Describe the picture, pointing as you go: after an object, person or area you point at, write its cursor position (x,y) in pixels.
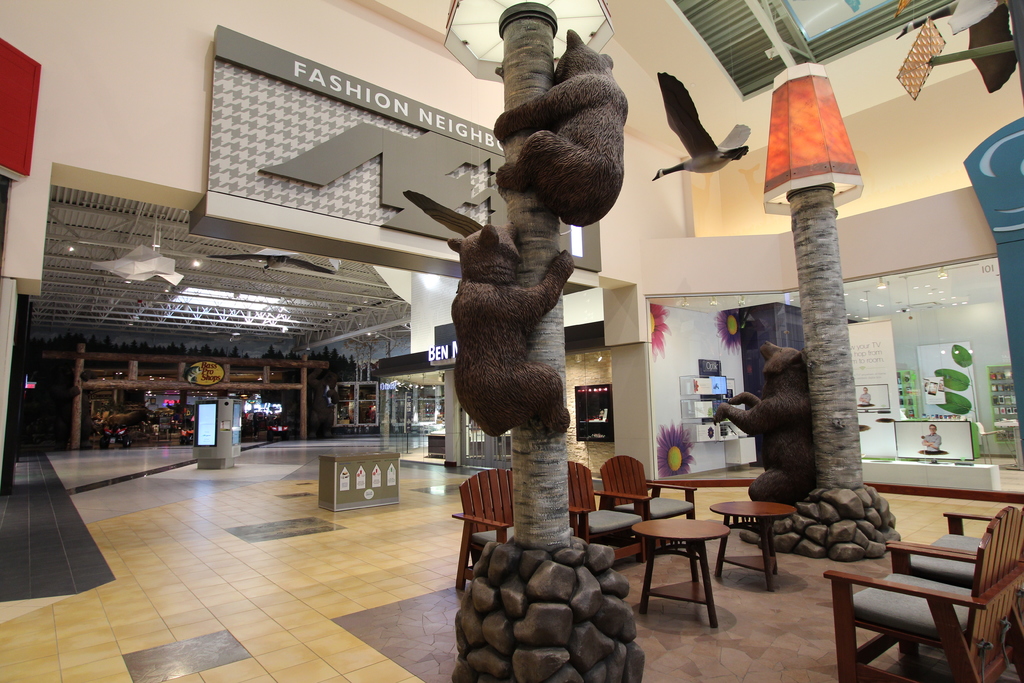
This picture is of inside which seems to be a mall (372,520). On the right (944,560) we can see the chairs (945,593) and tables (712,537). In the center (554,301) we can see a sculpture (553,183) of two animals (537,137) and a tree (552,508) and a sculpture (701,154) of a bird (690,159). In the background (156,42) we can see a wall (162,182) and a shop (295,414). On the right (944,424) we can see a television (939,440) and some boxes (705,410).
